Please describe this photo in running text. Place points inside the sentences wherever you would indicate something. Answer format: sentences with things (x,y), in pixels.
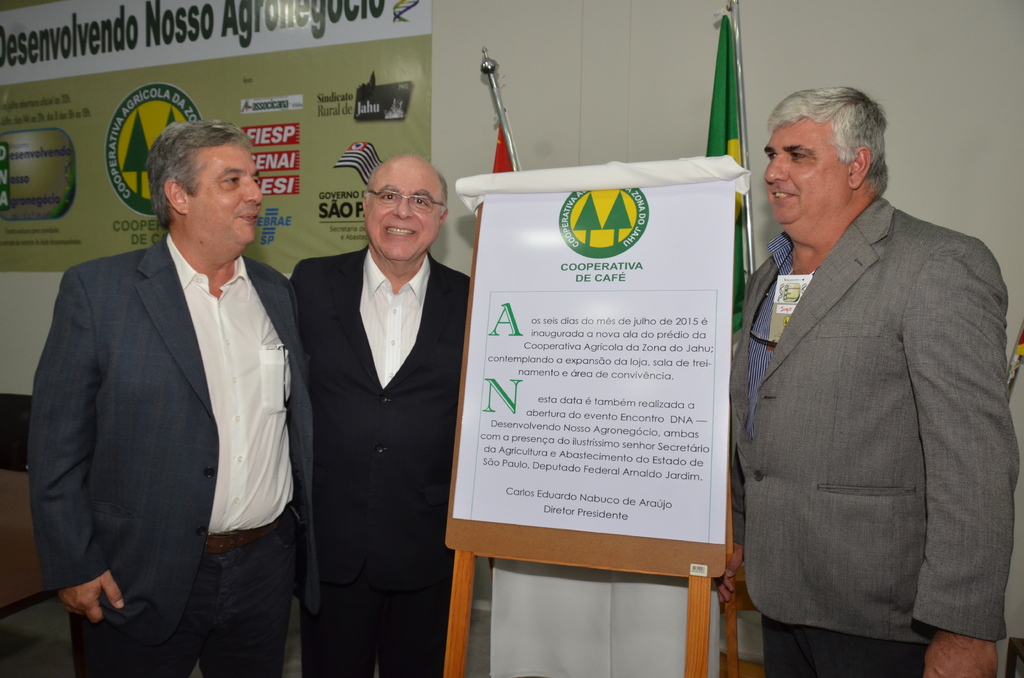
In the center of the image (534,436) there is a board (543,214). Behind the board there are two flags (734,94). Beside the board (523,388) there are three people (968,383) wearing a smile on their faces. Behind them there is a poster (301,35) attached to the wall (559,33). On the left side of the image (5,482) there is a table (19,519).
